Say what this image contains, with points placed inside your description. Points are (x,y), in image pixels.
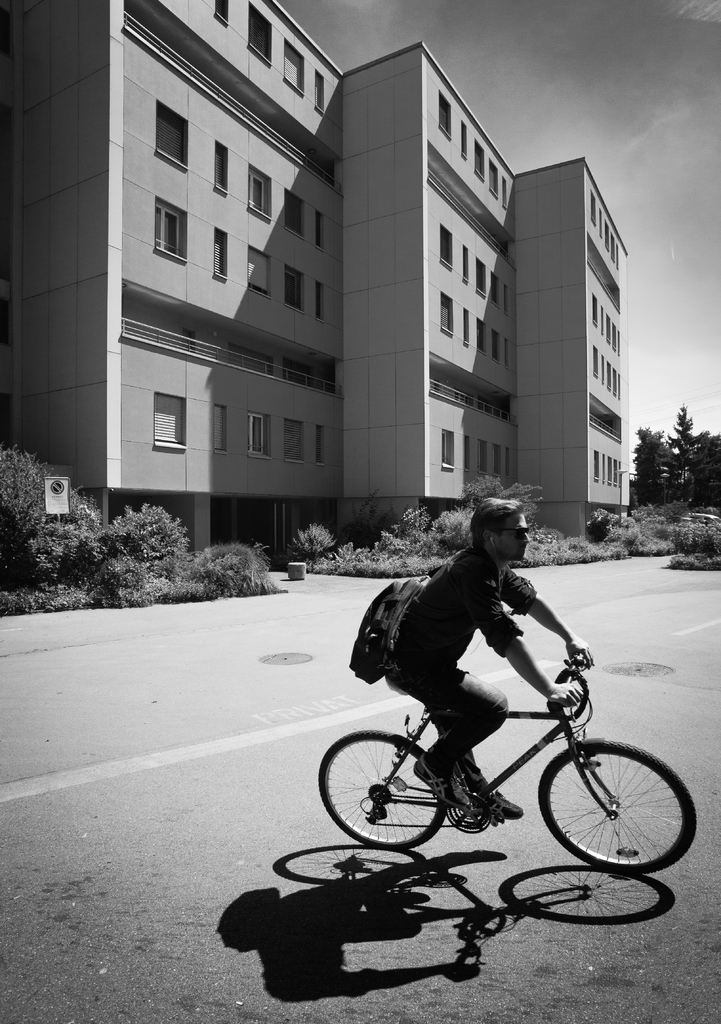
There is man (424,617) riding a cycle (554,768) on the road (639,886). At the back of him there is a bag (372,629). In the background (359,91) there is a building (324,382). To the bottom of the building (346,523) there are some plants (675,513).
